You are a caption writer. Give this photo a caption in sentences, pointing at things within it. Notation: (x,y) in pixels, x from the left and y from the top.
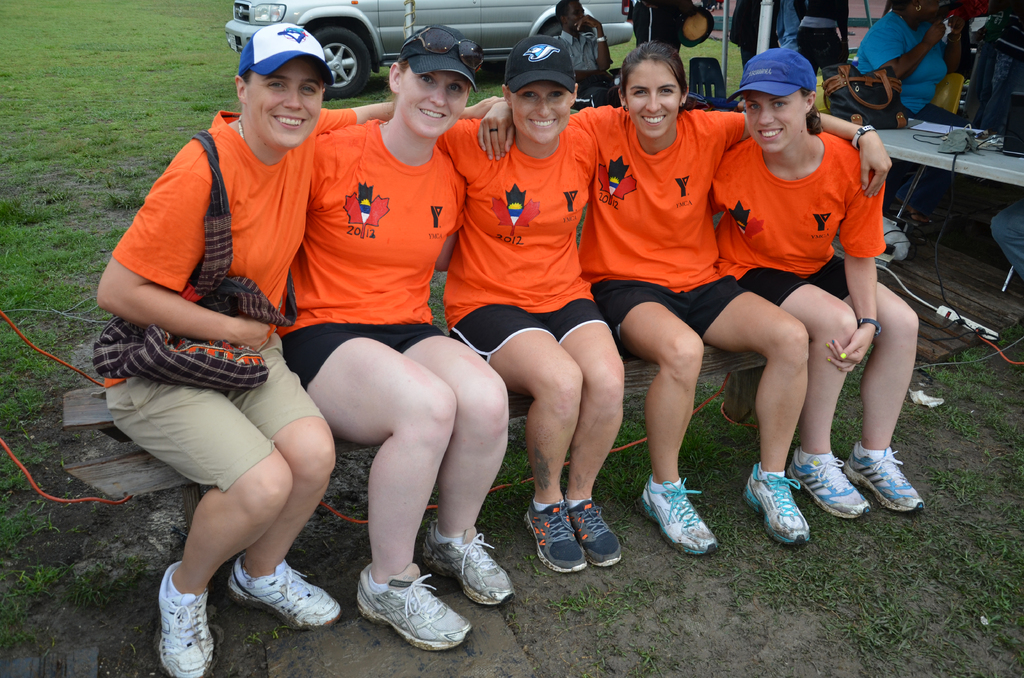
In this picture there are people (333,110), those who are sitting in series on the bench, in the center of the image (365,421), there is a car (248,17) at the top side of the image (509,8), there are other people (906,62) in the top right side of the image (910,56).
